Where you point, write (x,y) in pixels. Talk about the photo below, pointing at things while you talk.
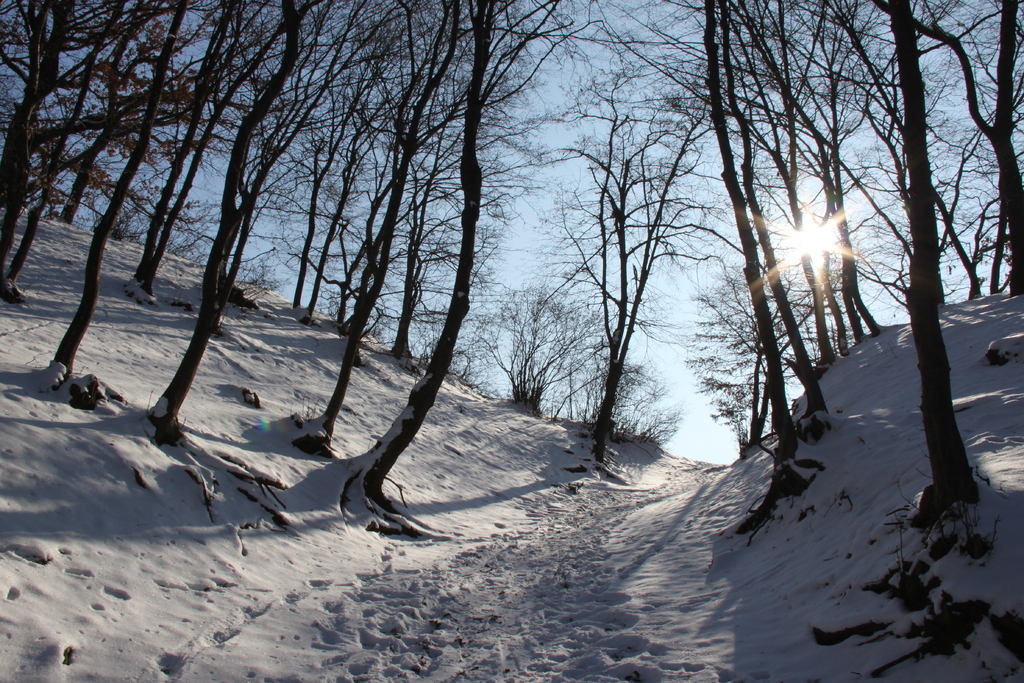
In this image I can see the snow (64,402) in white color. In the background (776,141) I can see few dried trees (731,243) and the sky (568,191) is in blue color.
